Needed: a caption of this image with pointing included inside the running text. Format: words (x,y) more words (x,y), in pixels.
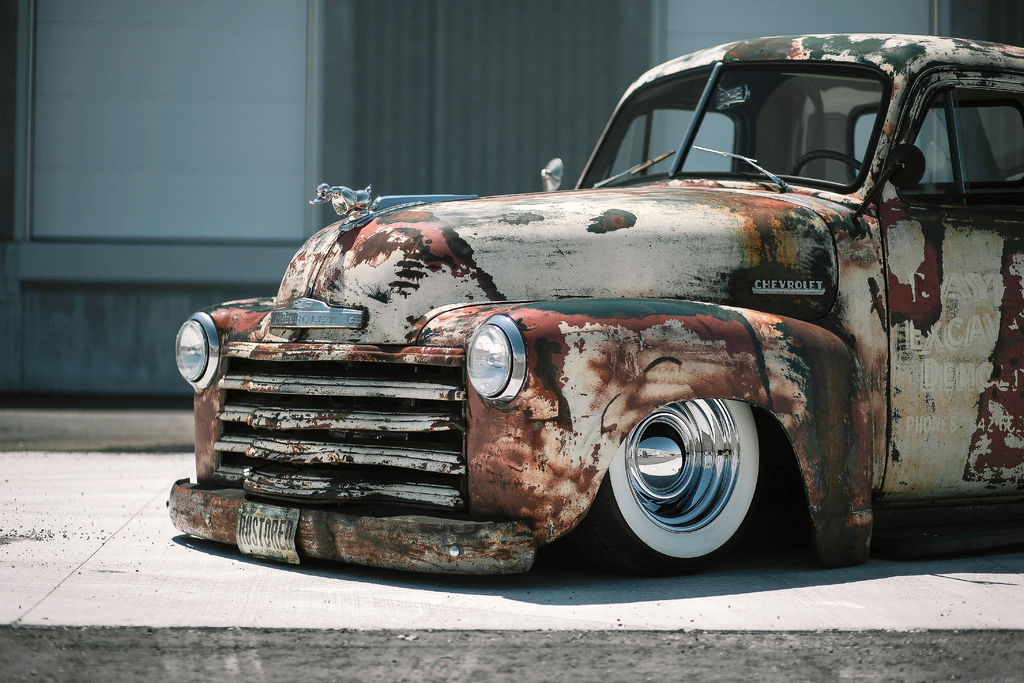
In this image there is a car (736,311) truncated towards the right of the image (720,349), there is ground (469,588) truncated, at the background of the image (425,166) there is the wall (471,101) truncated.
